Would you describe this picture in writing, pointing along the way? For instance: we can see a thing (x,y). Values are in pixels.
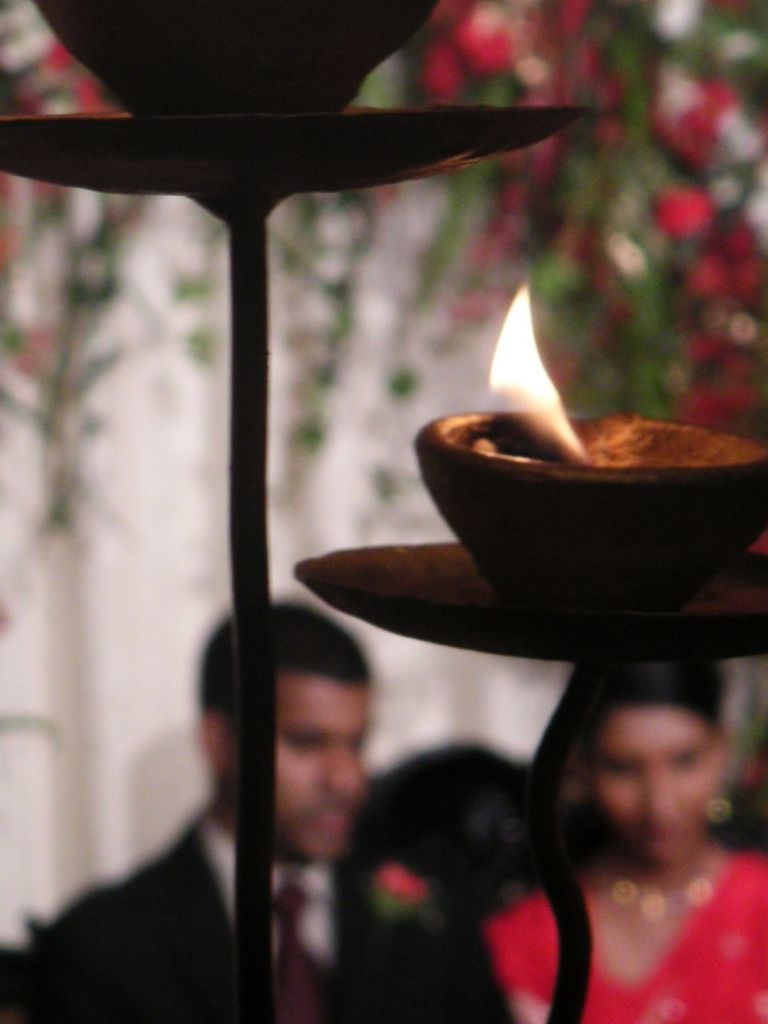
In this image I can see few diyas (643,537) on the stand (650,621). Back I can see two people (521,916) and colorful flowers (636,263).
